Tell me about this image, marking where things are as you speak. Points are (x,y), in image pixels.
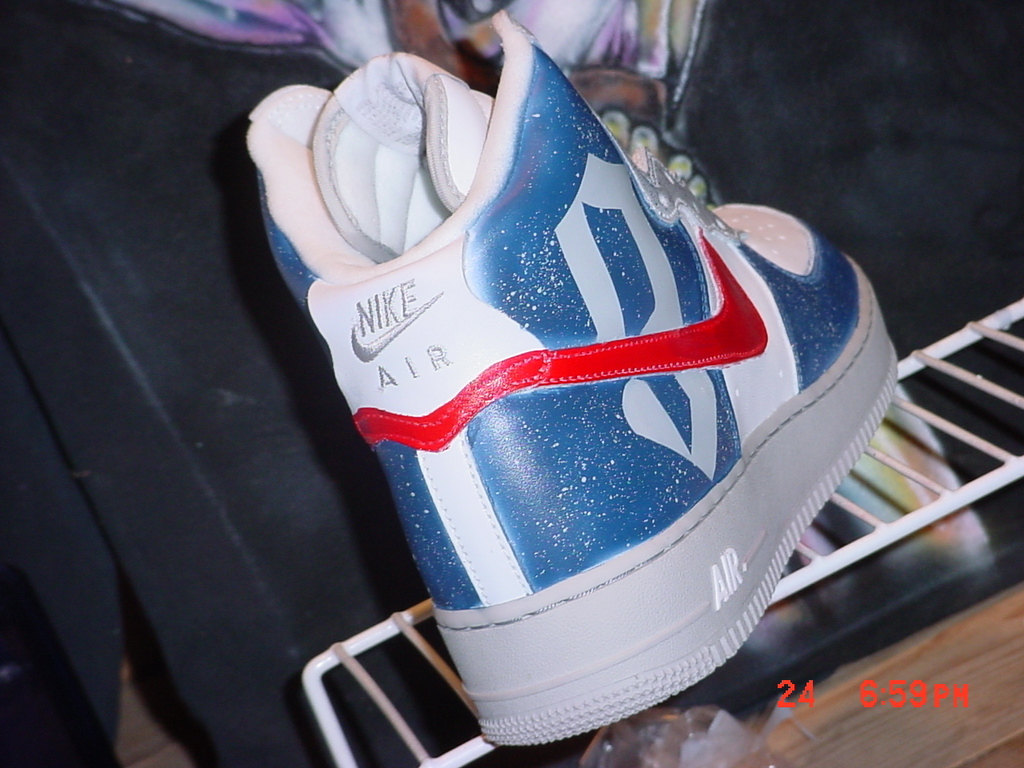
In this image in the foreground (763,540) there is a shoe (476,248), and at the bottom (867,536) there are some grills (1009,457). And in the background (294,71) there is a cloth (142,434) and some objects (18,676), at the bottom of the image (778,703) there is text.
